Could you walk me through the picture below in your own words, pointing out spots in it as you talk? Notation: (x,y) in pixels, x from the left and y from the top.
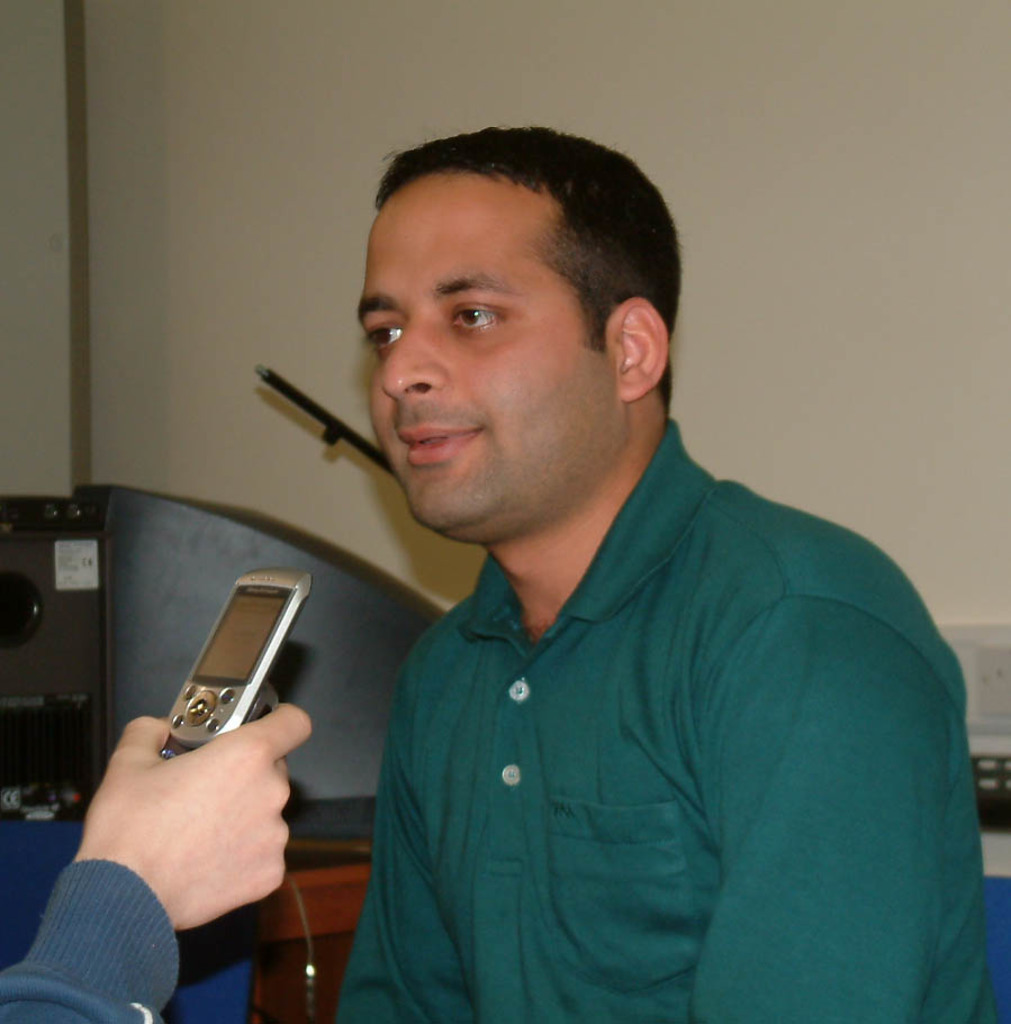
In this image there is a man (464,402) in the middle (464,402). In front of him there is a person (191,844) holding the mobile (258,675). In the background (252,176) there is a wall (246,184).
